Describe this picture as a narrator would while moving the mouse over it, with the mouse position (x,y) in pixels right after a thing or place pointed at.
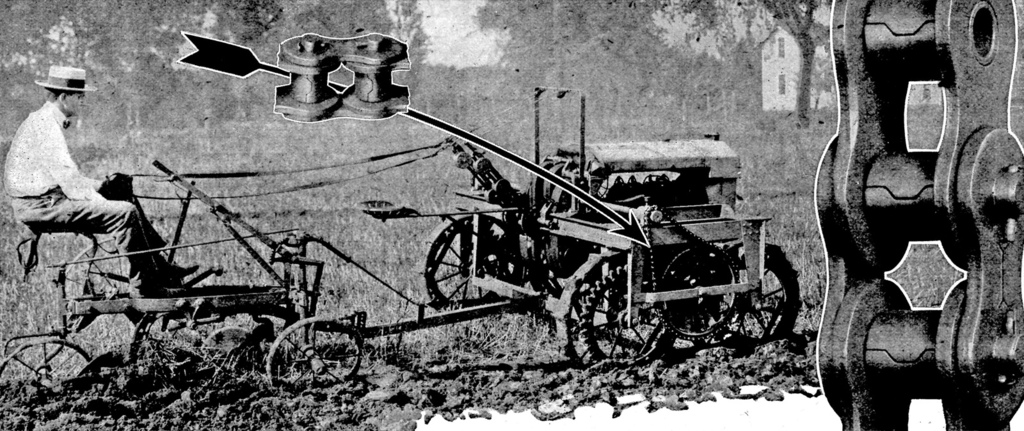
In this picture there is a person (44,144) wearing white dress (32,154) is sitting on a vehicle (61,222) in the left corner (46,163) and there are some other objects (650,219) above and beside it.
